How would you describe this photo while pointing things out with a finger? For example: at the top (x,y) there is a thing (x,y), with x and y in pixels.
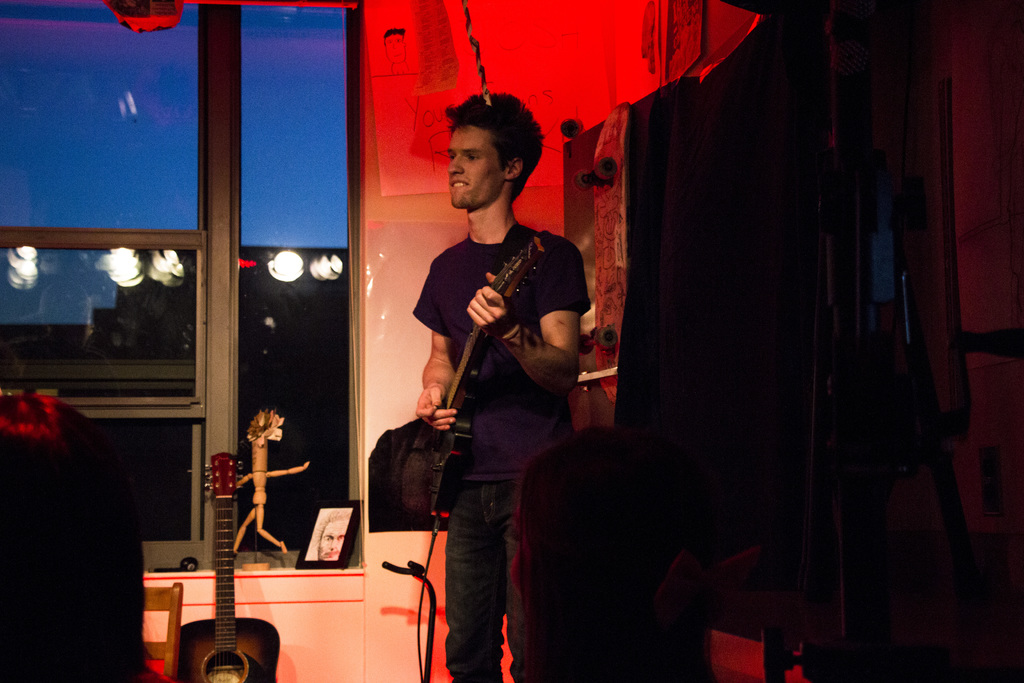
In this image I can see the person (491,492) with the musical instrument (444,442). To the side of the person (479,433) I can see an another musical instrument (221,659). I can see another person (530,622) in the front (532,593). In the background (145,321) I can see the window (158,290) and I can see the photo frame (298,562) and an object (246,525) on the window (194,535).
